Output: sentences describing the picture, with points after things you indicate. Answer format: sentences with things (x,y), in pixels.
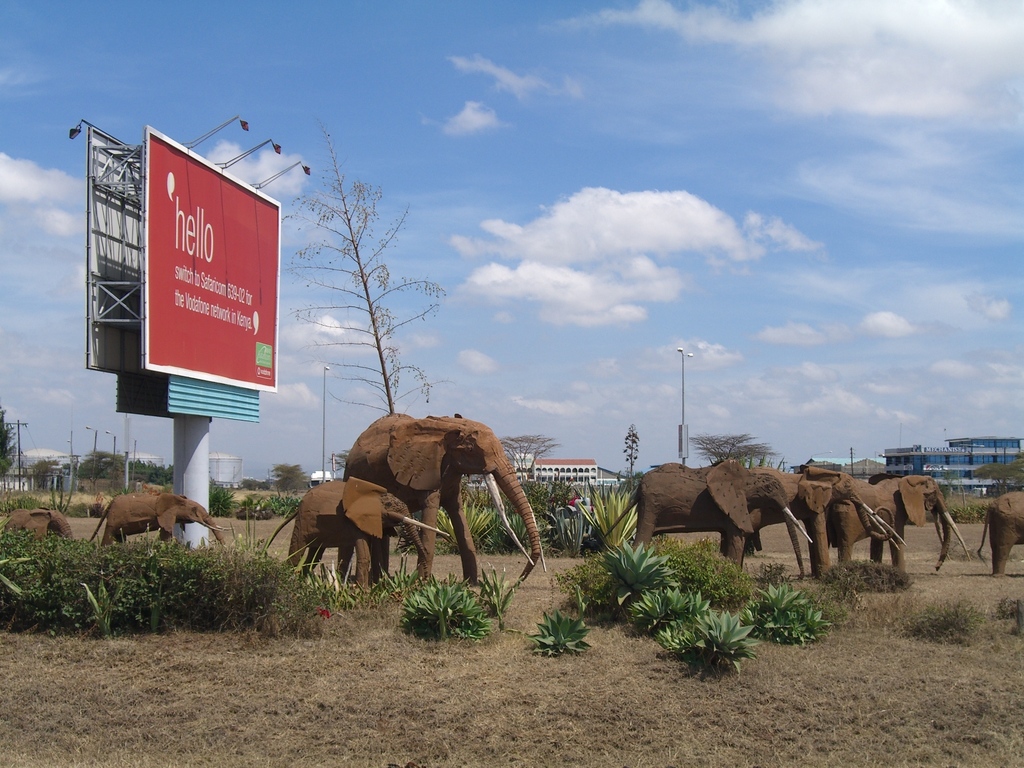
This is an outside view. Here I can see few statues of elephants (496,499) and there are many plants (212,610) on the ground (355,699). On the left side (191,291) there is a pillar (193,480) and two boards (200,243) are attached to it. On the board (173,263) there is some text (206,312). In the background (91,469) there are many trees (120,478), buildings (554,465) and light poles (684,420). At the top of the image (440,111) I can see the sky (481,76) and clouds (598,251).
